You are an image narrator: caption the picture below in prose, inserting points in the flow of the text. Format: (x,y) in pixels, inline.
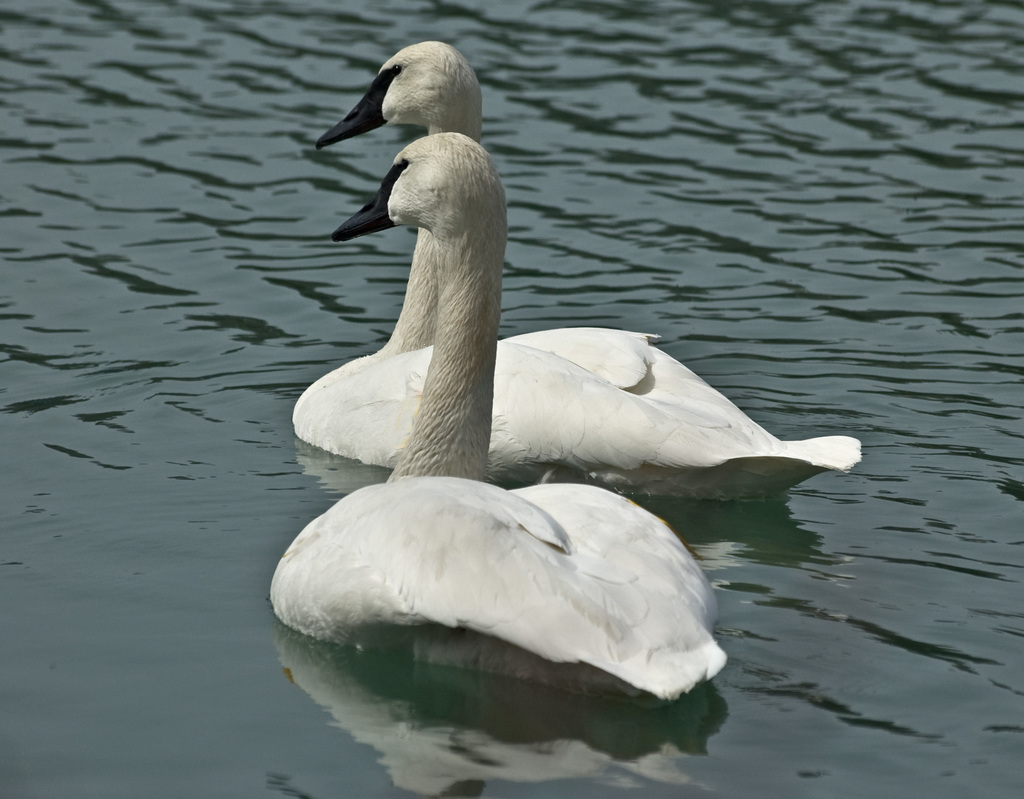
In the foreground of this image (674,550), there are two swans (421,495) in the water (132,531).
